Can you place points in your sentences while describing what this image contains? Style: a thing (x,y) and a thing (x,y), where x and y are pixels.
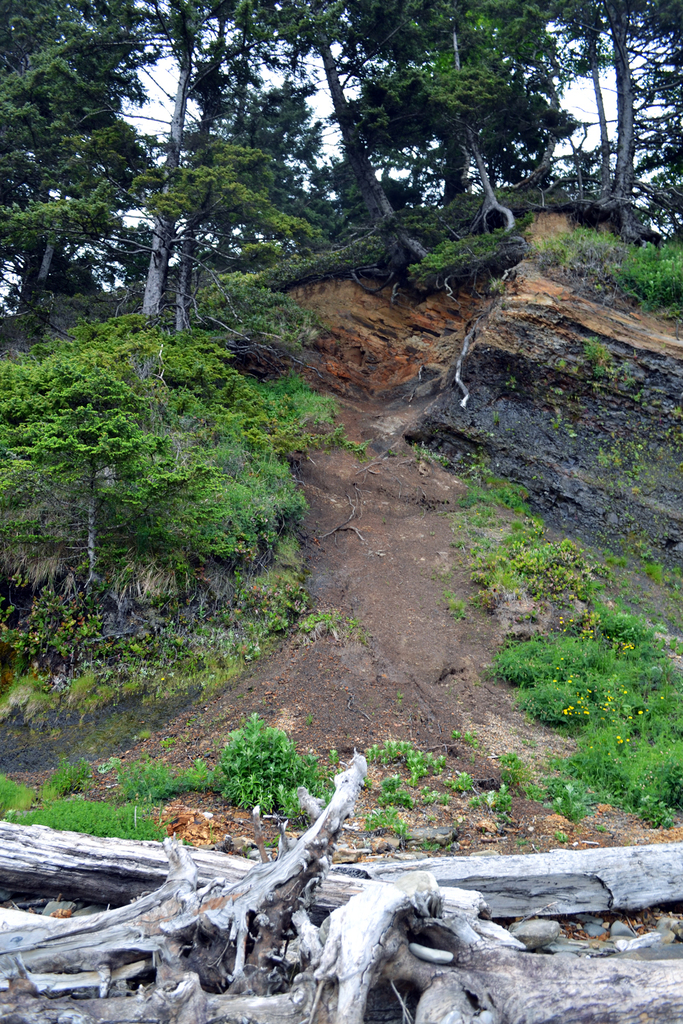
In this image we can see many trees (467,154) and plants (632,708). There are many flowers (588,711) to the plants (630,701). We can see the sky (159,94) in the image. There is a wooden object (339,939) at the bottom of the image (312,989).
